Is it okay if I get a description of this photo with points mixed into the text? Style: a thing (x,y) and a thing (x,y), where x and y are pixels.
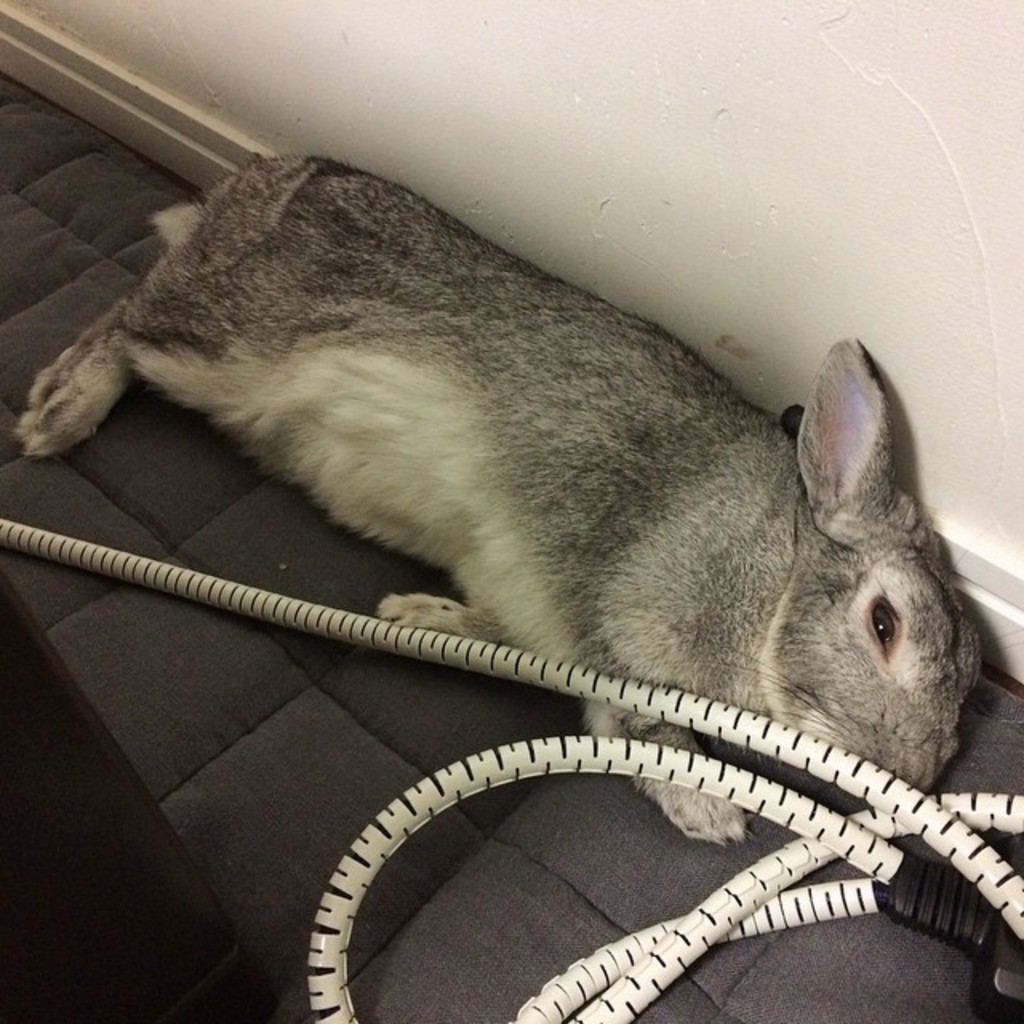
In this picture I can see there is a rabbit (374,390) lying on the floor (292,685) and there is a cable (805,860), there is a white wall (581,160) in the backdrop (595,160).
